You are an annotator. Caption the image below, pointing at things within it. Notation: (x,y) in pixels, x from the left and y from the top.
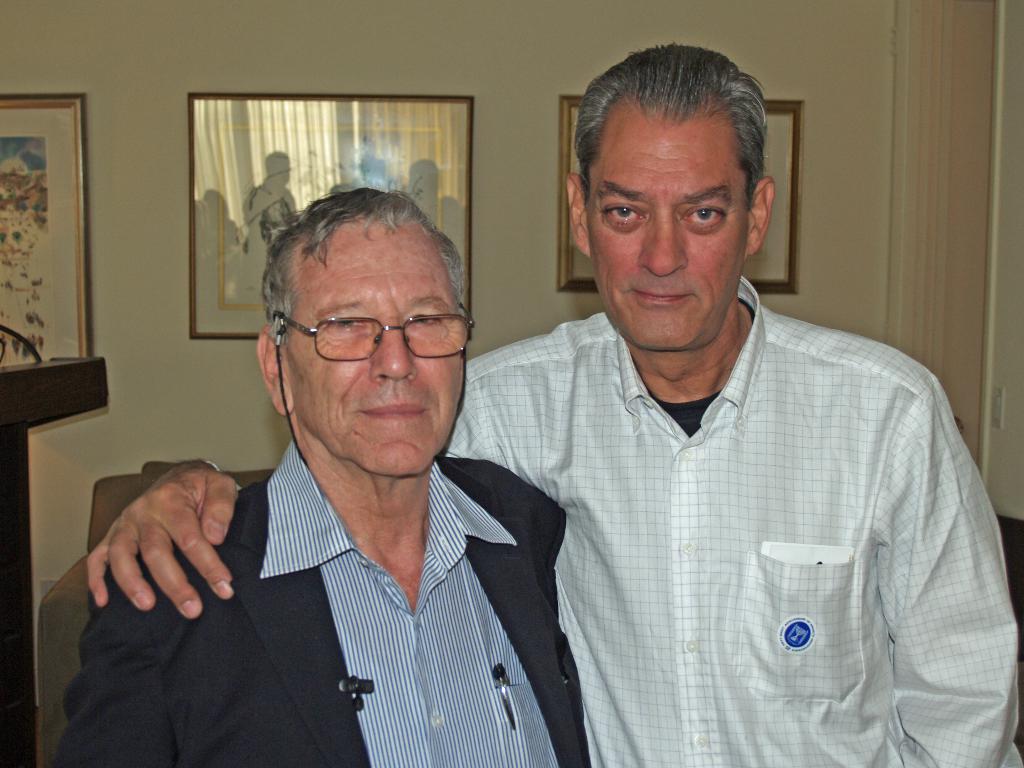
In this image we can see two people (645,559) standing and posing for a photo and behind we can see there is a couch (81,606). In the background (179,153), we can see the wall (162,72) with three photo frames (571,265).
